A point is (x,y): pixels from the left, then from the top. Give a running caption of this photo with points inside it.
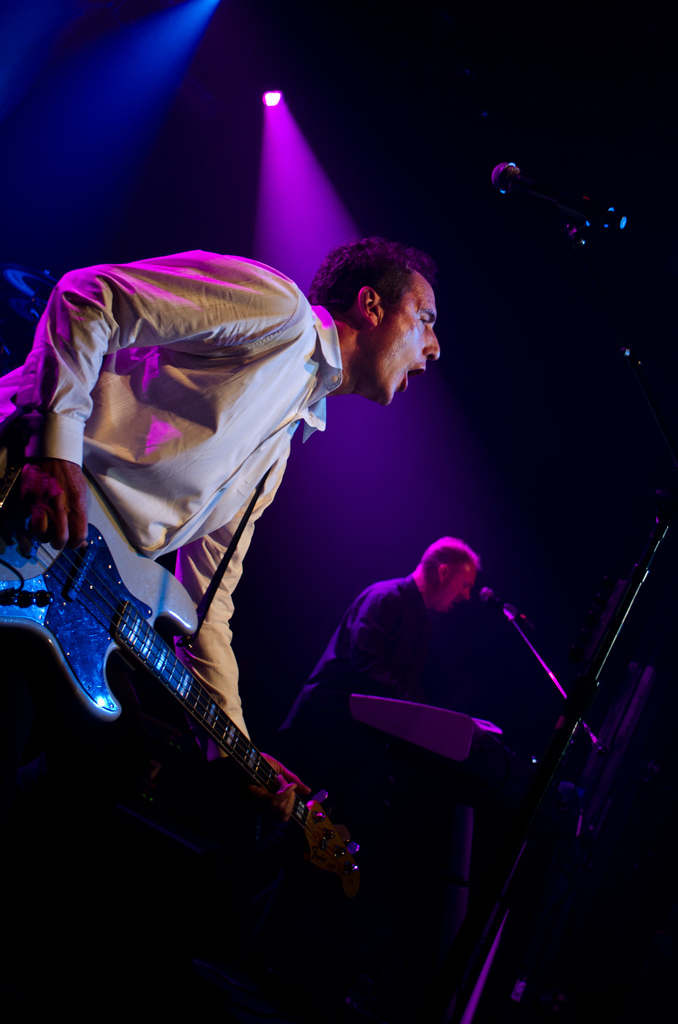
In this picture there is a man (161,362) at the left side of the image (122,455), who is playing the guitar (102,681) and there is a mic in front of him and there is another man (297,712) who is sitting at the right side of the image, he is playing the piano (382,729).
